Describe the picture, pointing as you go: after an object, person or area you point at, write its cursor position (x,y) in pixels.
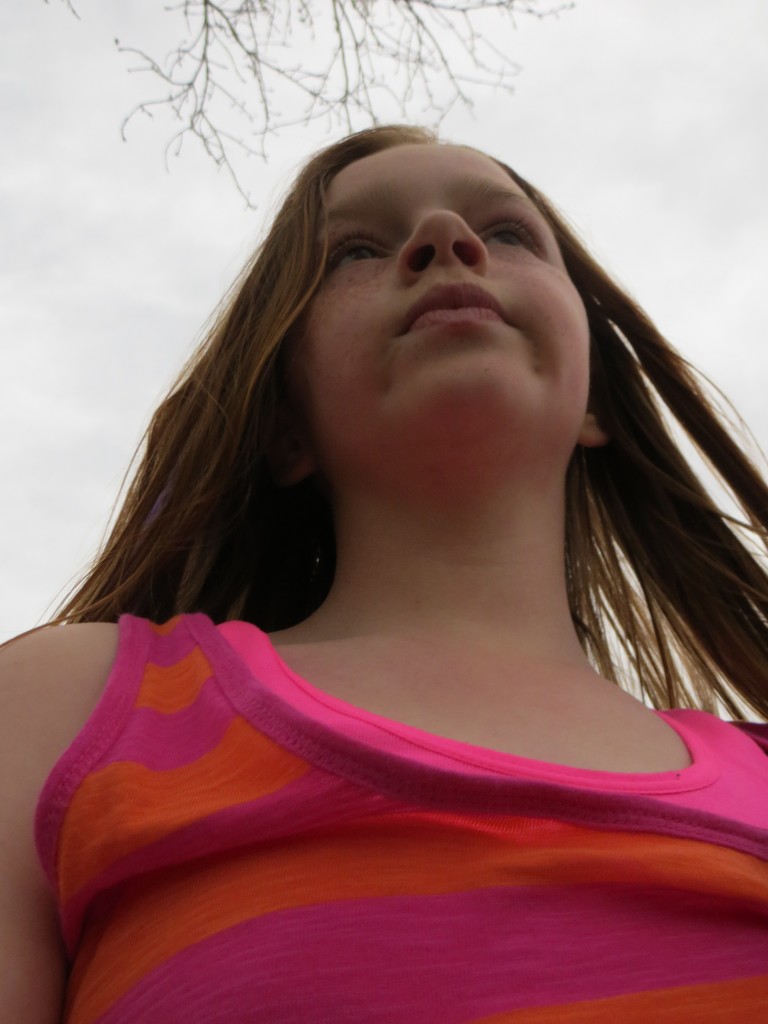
In this image we can see a person (489,532) who is truncated. In the background (64,256) we can see branches (411,66) and sky (569,178).
